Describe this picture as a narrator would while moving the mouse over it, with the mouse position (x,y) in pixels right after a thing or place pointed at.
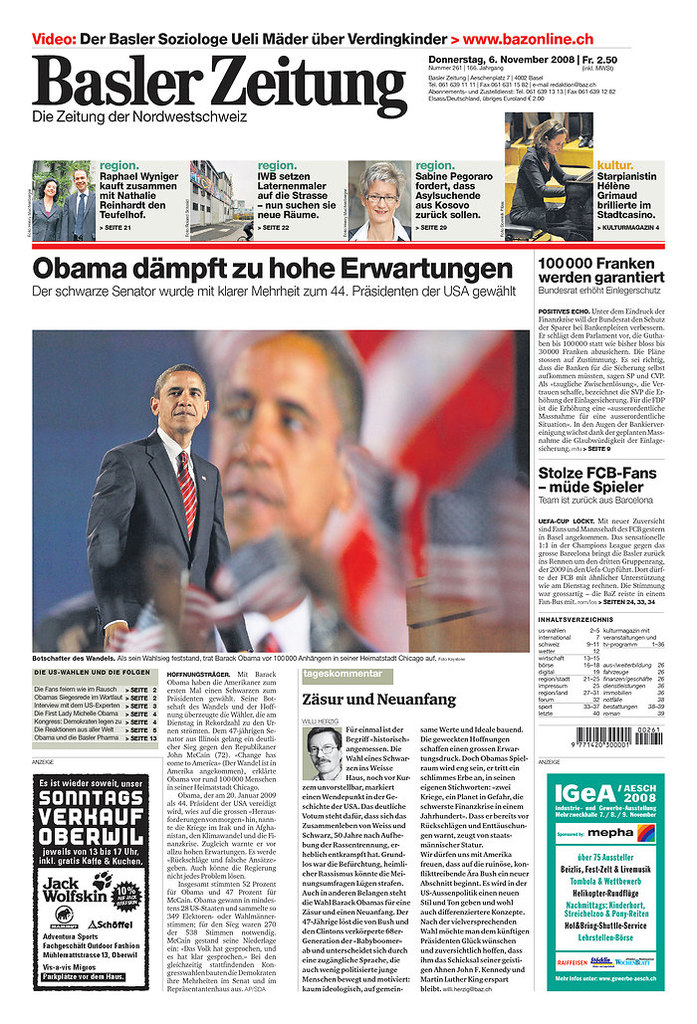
This image is of a newspaper (490,615). In this image there are persons (403,185) and text (465,743).
